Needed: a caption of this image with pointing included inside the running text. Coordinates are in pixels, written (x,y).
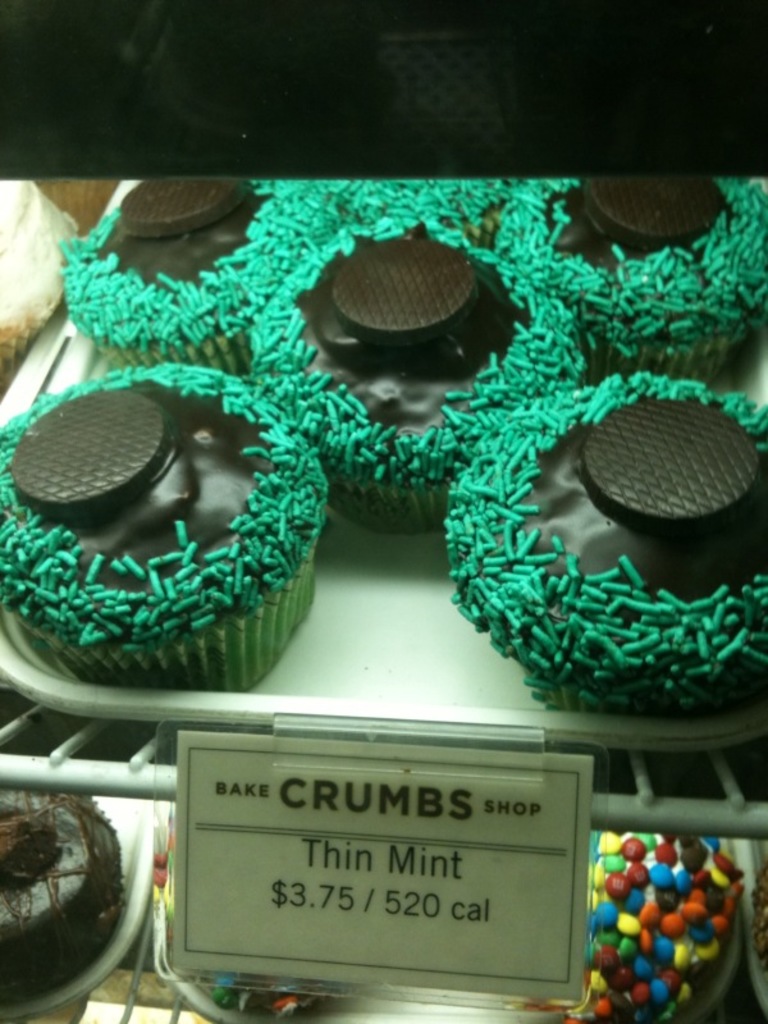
In the picture I can see the cupcakes (404,232) in the serving plate (378,594) and I can see the serving plate (274,688) is kept on the metal grill shelf (89,777). I can see a cake (81,883) on the plate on the bottom left side (62,854). There is a price board (310,818) at the bottom of the picture (434,765).
